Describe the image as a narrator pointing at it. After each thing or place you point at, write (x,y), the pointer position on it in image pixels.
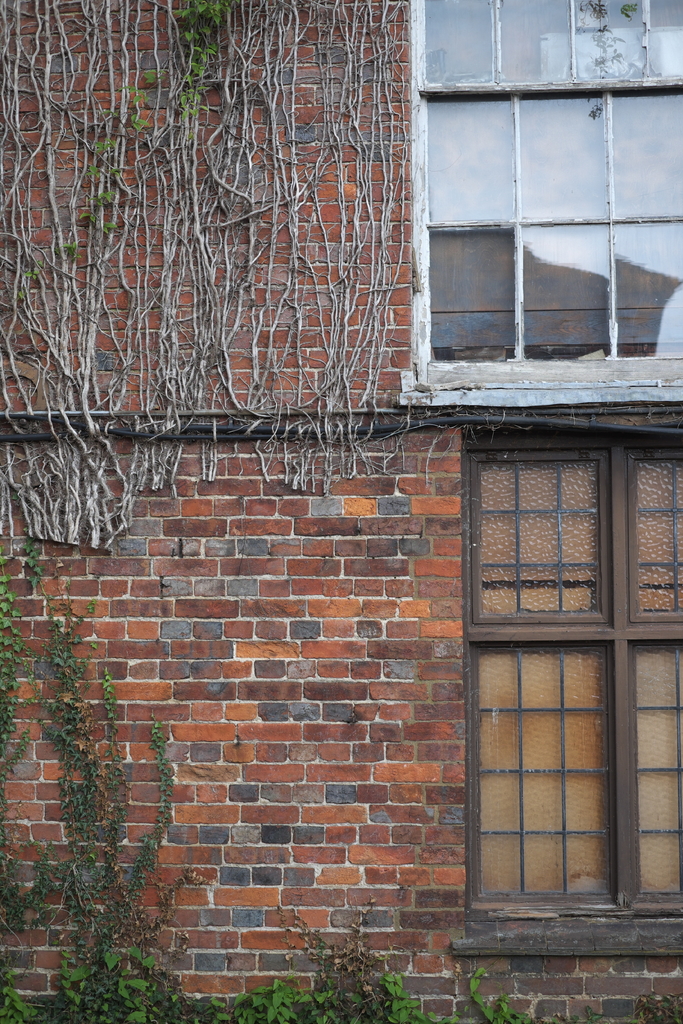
It is a brick wall (252,654), at the bottom (161,838) there are plants (149,1022). On the right side (488,374) there are glass windows (575,337) in this image.
